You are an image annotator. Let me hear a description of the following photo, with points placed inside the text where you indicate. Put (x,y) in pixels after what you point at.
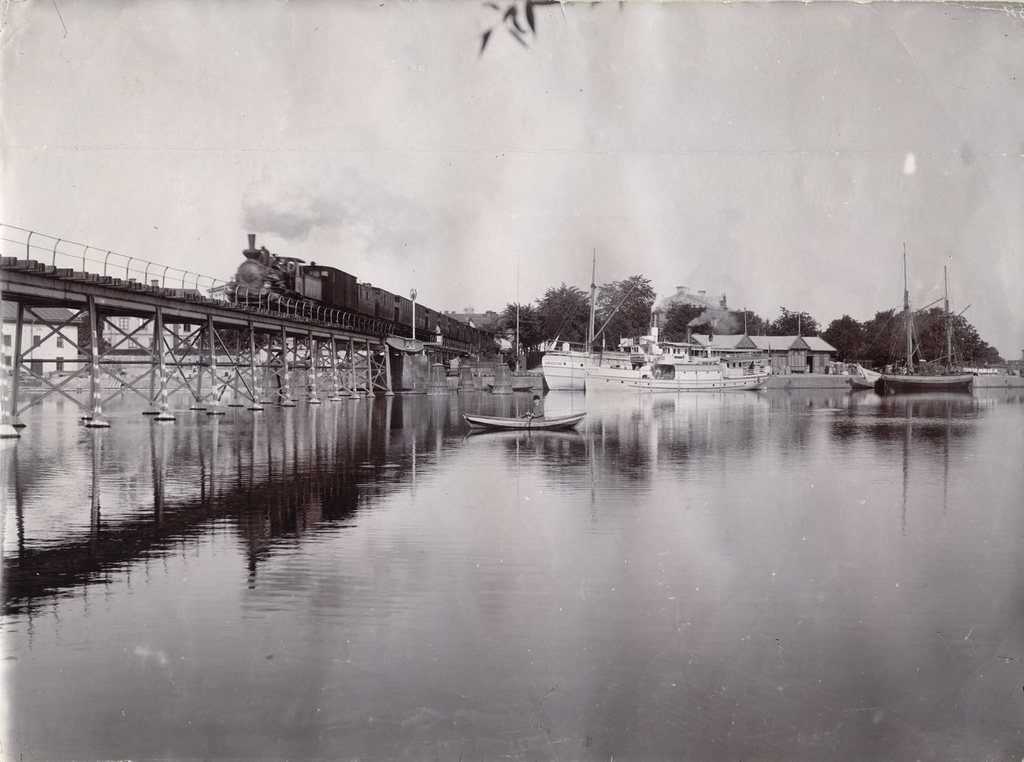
This is a black and white pic. On the left (205,327) there is a train (292,301) on the bridge (242,333). In the background (50,354) there are boats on the water (645,525), buildings (53,364), poles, windows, trees (894,330) and sky (324,179).
